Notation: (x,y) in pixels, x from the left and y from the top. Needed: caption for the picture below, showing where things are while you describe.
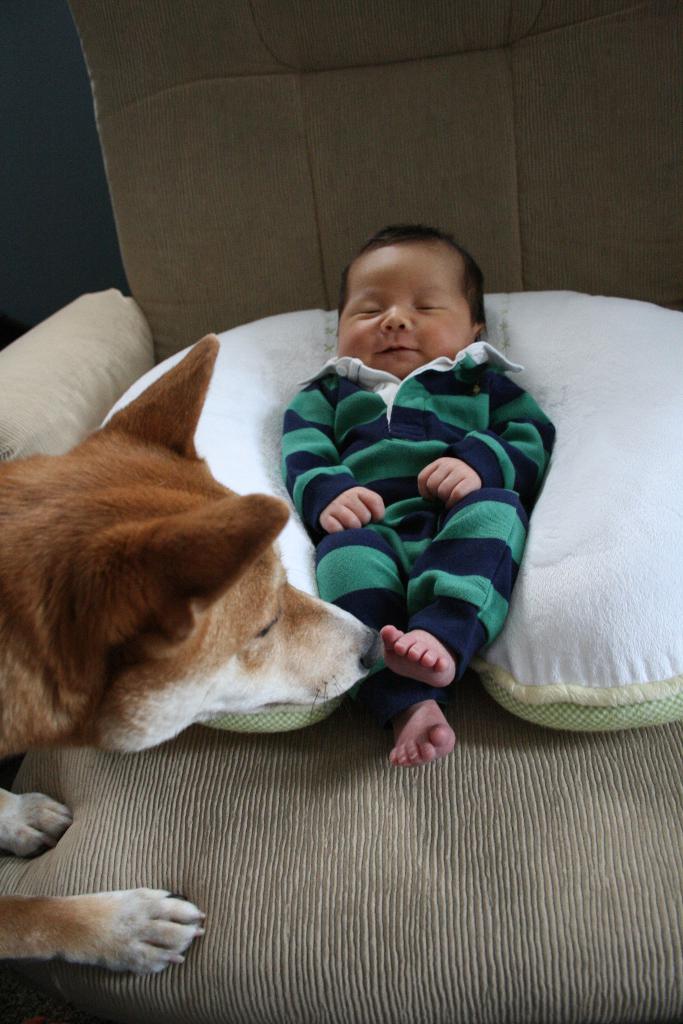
Baby (413,427) is sleeping on a chair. Here we can see a dog (199,513).
